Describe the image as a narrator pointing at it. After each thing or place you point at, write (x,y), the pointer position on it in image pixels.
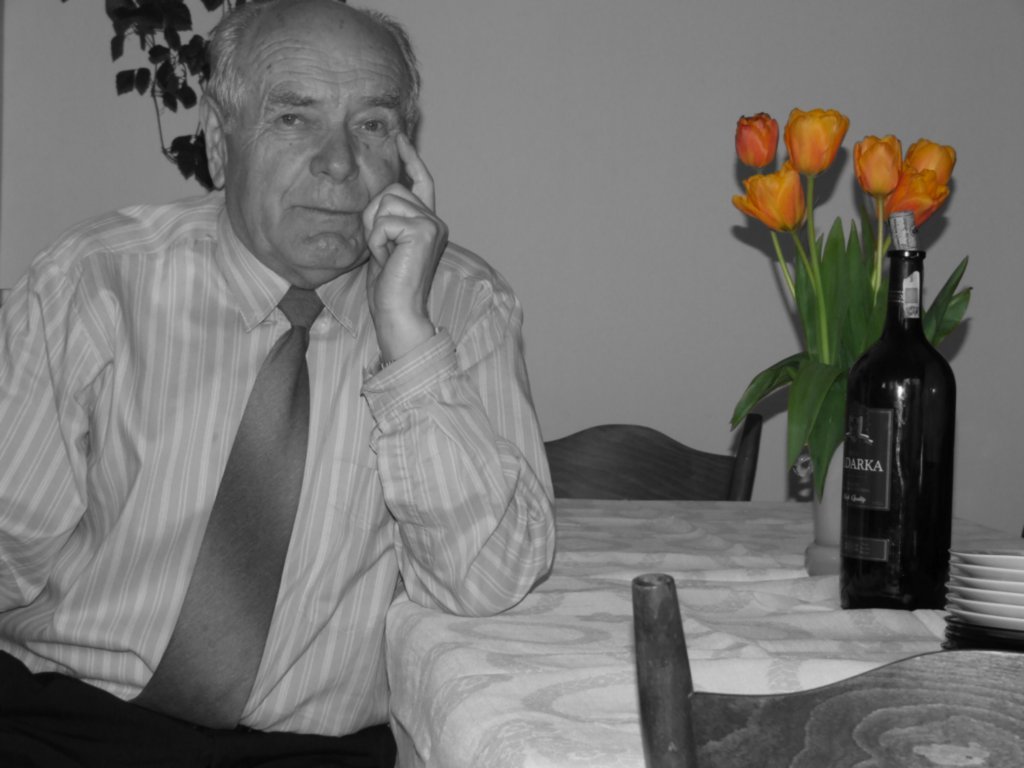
It is an edited image. In this image we can see a person (486,268), bottle (874,569), flower vase (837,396), chairs (738,464), table (732,550) and other objects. In the background of the image (497,119) there is a wall (428,110) and leaves (176,96). On the right side (799,745) bottom of the image (1017,581) there is an object (1000,558).
